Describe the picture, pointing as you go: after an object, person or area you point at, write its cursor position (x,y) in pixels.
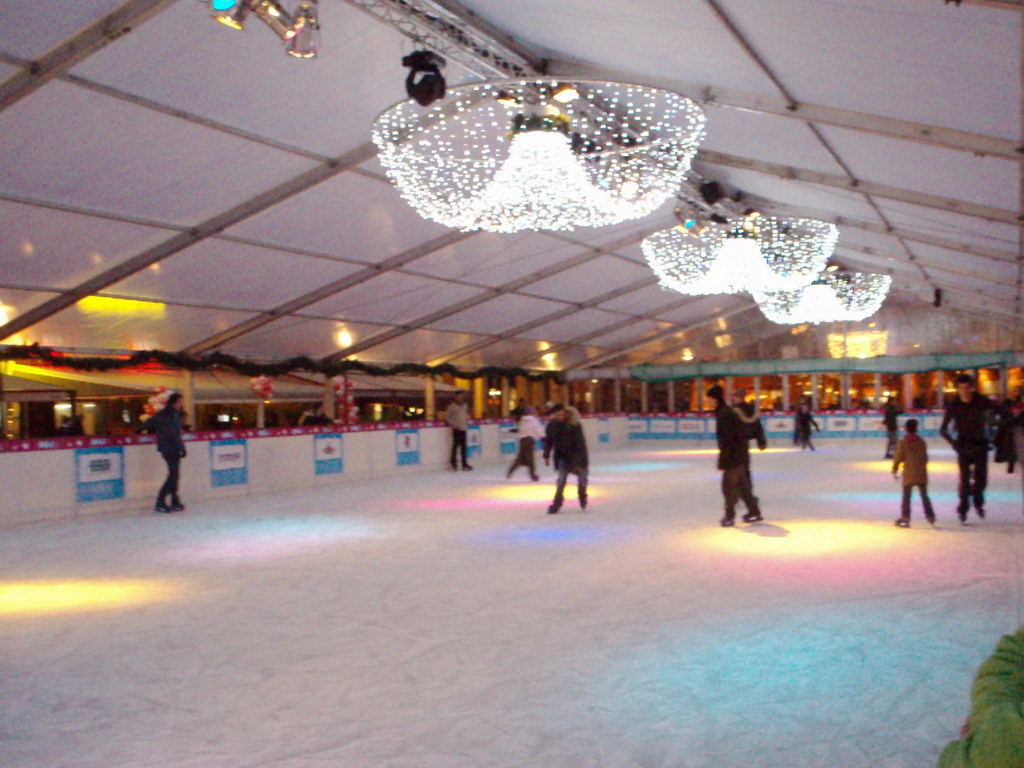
This picture shows the inner view of an ice rink (556,589). There are so many persons (545,440) doing ice skating, some objects (987,706) are on the surface (1003,483), some objects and some big lights (881,303) are attached to the ceiling (770,210). There are some objects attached to the wall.
